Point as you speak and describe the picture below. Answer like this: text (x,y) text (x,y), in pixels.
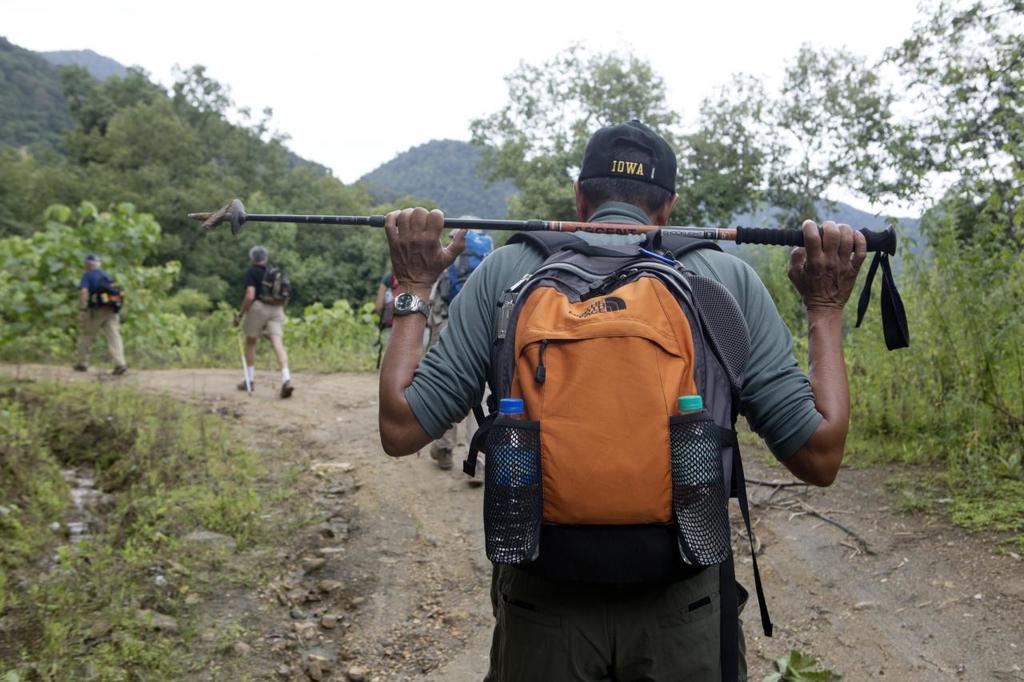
In the image in the center (647,345) we can see the man (392,222) wearing backpack (564,347). In the background (841,124) there is a sky (404,42), tree (114,167), hill (451,212), plant (297,319), grass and few more persons (261,266) were walking on the road (359,386).
